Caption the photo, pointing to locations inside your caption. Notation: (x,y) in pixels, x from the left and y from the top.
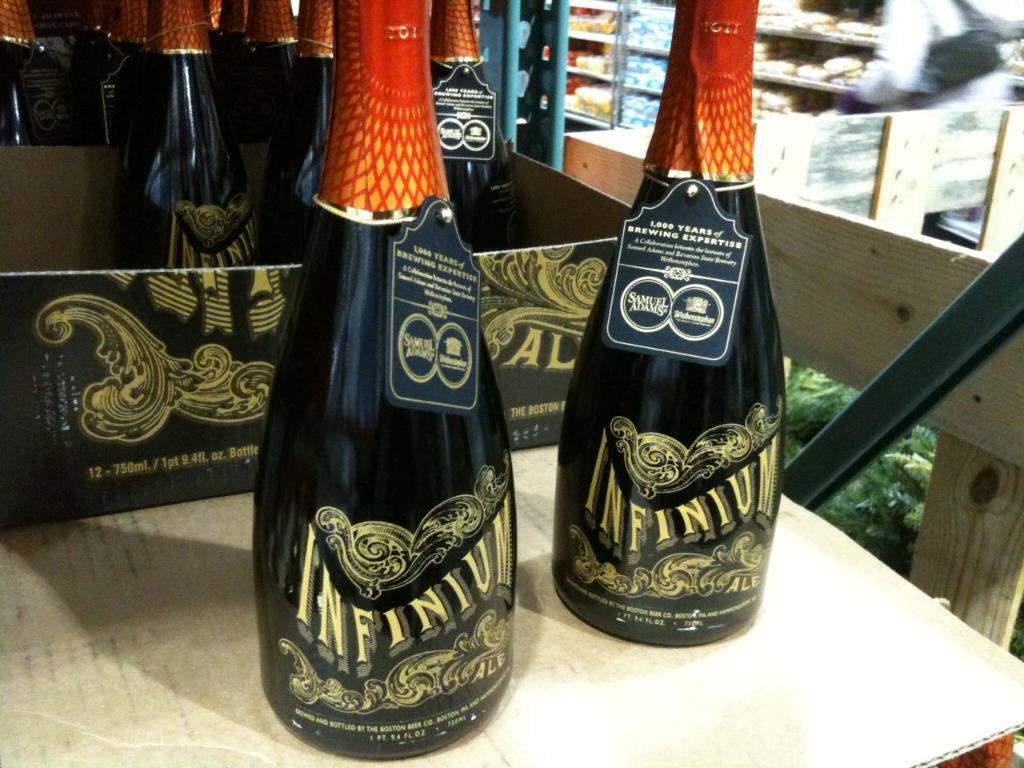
In this image in the foreground (426,451) there are two bottles (625,425) and some tags (415,309), in the background (148,335) there is one box (97,167) in that box (172,296) there are some bottles (185,109). On the right side (822,109) there are some cupboards (814,94) and one person (925,69), and in that cupboard (793,53) there are some groceries (762,88). At the bottom (877,663) there is box (551,609) and on the right side (893,518) there are some branches (863,472) and wooden sticks (906,323).
